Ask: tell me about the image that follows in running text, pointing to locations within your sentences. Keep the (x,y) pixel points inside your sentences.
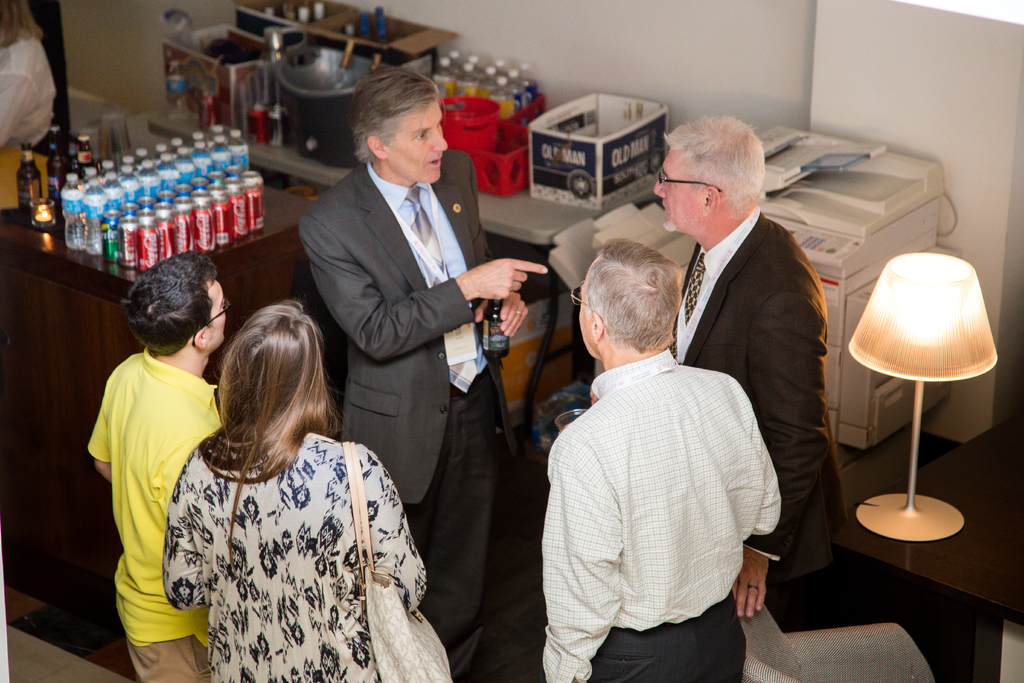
It seems to be the image is taken inside the room (499,444). In the image there are five people (333,303) who are standing, on left side (110,268) we can see table (91,279) on table (91,292) we can see tins (173,214), water bottle (128,179), boxes (556,138). On right side (849,177) we can also see a printing machine (799,172) and a lamp (956,349) in background (588,26) there is a wall (586,23) which is in white color.
